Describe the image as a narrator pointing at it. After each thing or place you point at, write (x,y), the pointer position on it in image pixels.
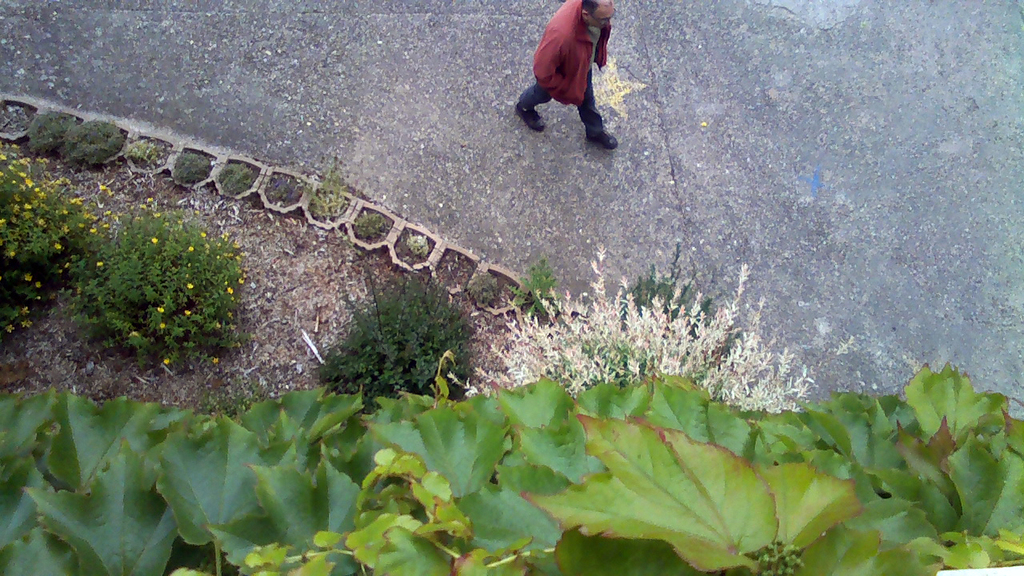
In this picture I can see a man (573,12) walking and i can see few plants (358,334) and few flowers (43,221) to the plants (133,256).
